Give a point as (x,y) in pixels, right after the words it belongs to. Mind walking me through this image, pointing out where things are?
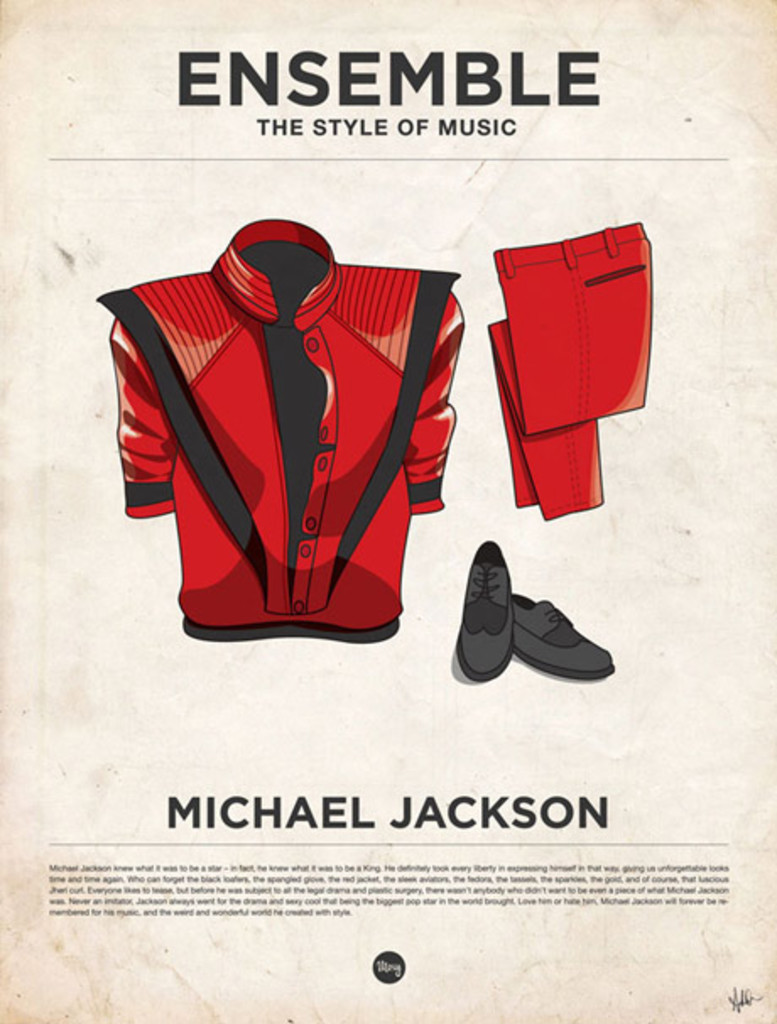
In this image we can see a poster (538,549). We can see few clothing (534,605) and some text (544,879) on the poster (469,866).
